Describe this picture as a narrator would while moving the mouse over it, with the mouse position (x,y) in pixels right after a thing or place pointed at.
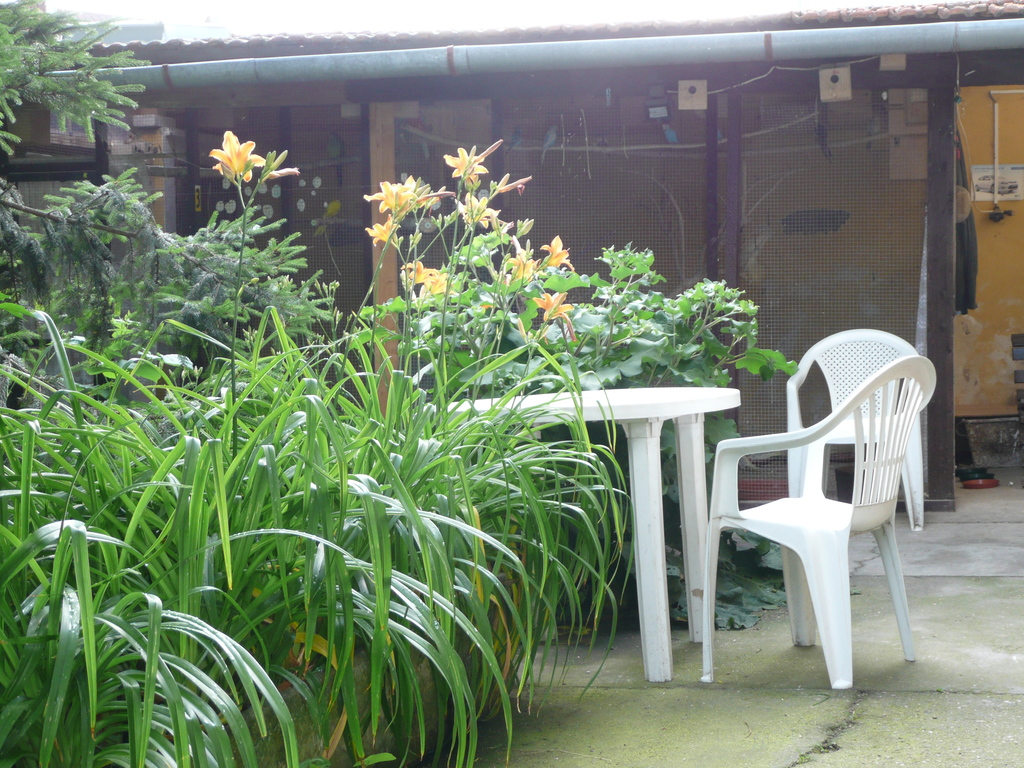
this picture shows few plants (43,256) and a house (120,50) and we see a table (705,484) and two chairs (723,448).
